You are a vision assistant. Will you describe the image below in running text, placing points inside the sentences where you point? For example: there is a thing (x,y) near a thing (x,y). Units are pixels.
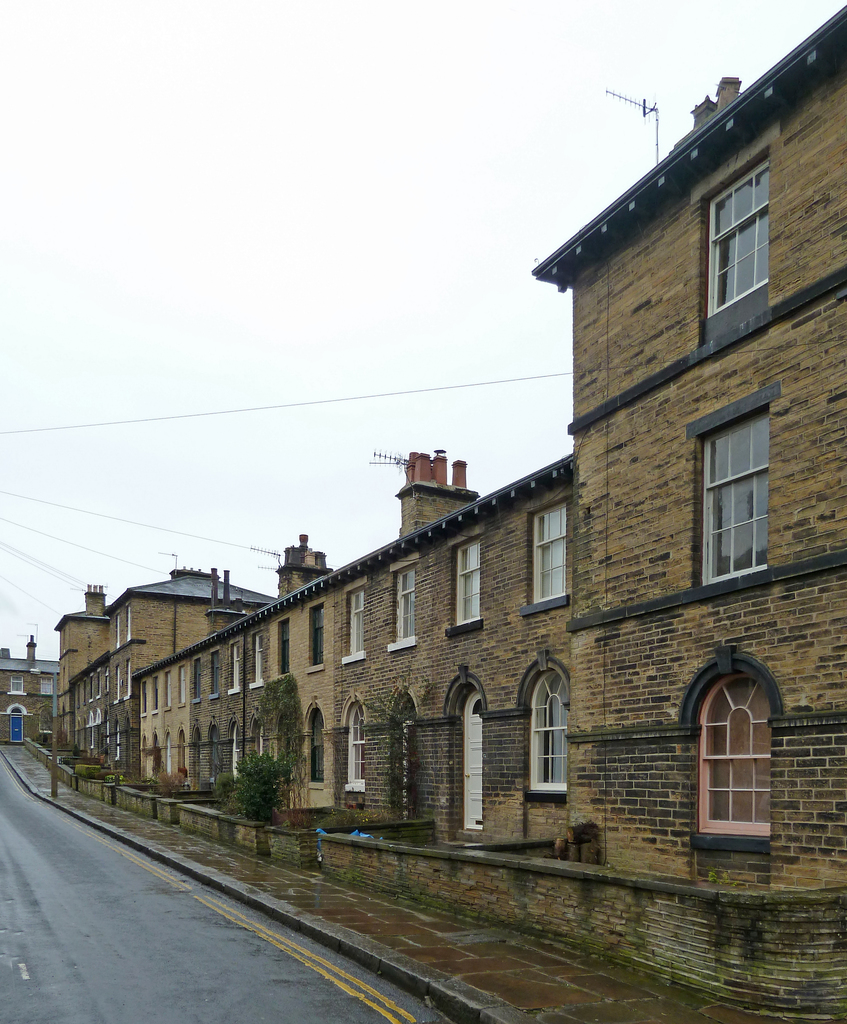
In this image we can see a building (756,565) with windows (728,761) and doors (475,782). In the center of the image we can see a tree (256,781). In the background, we can see group of cables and sky (270,395).
